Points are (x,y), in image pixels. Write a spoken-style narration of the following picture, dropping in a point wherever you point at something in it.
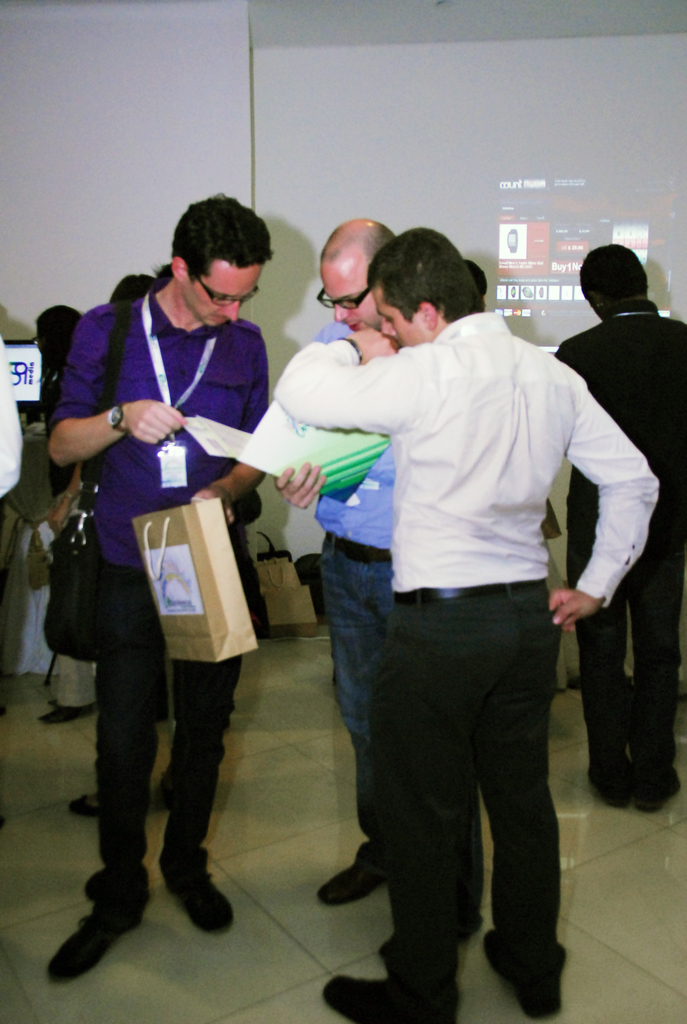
In this picture we can see a group of people (393,557) standing on the floor (604,839) and a man (139,909) carrying a bag (77,552). In the background (305,618) we can see the walls (427,132), screen (611,203) and bags (281,572).
